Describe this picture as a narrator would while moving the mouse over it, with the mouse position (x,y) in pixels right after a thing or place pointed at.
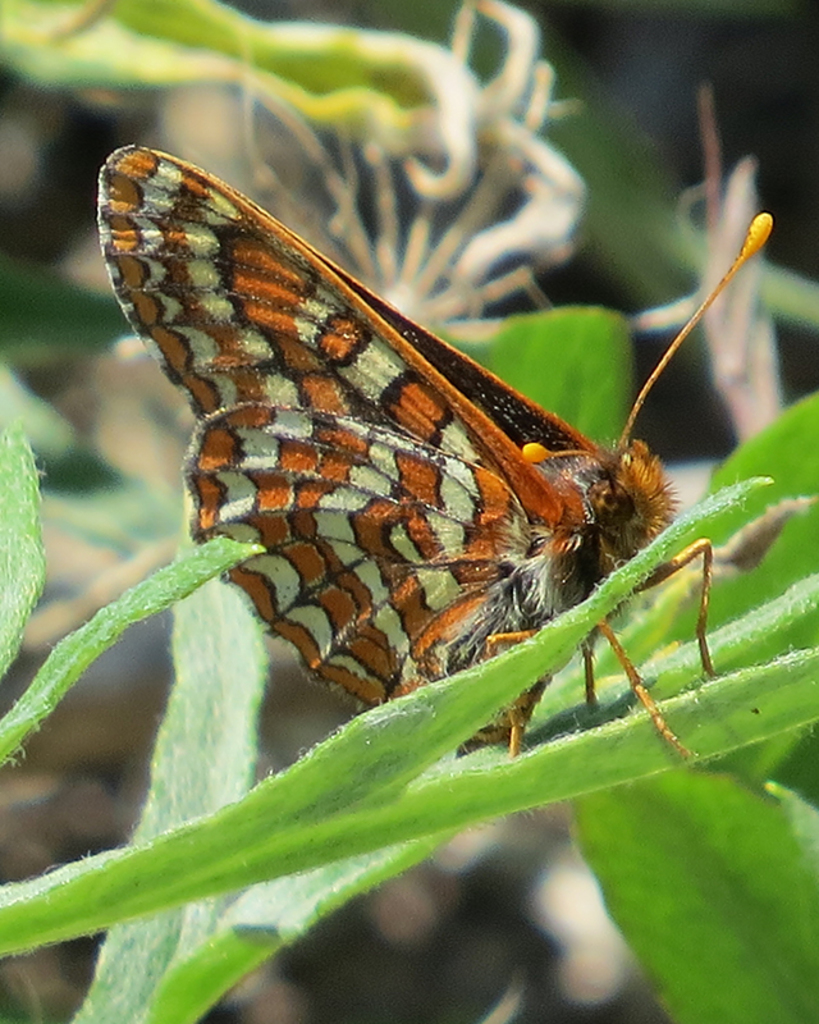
In this image I can see a butterfly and the butterfly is in white, brown and black color and the butterfly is on the leaf (646,777), and the leaves (343,761) are in green color.
